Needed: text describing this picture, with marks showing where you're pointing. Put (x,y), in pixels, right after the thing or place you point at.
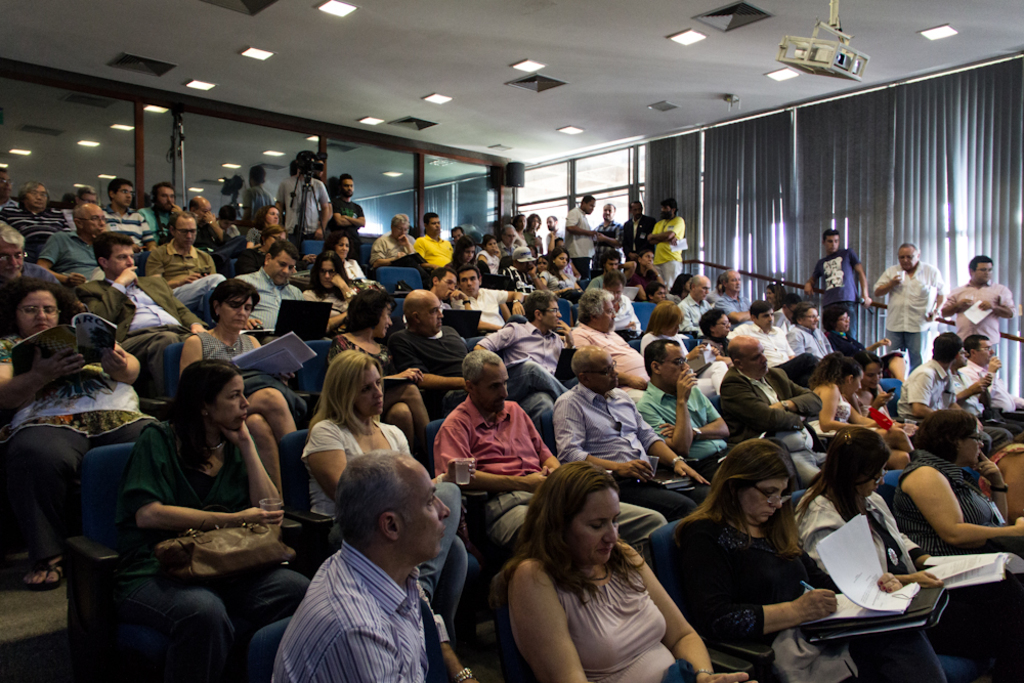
In the foreground of this image (497,648), there are many people (734,283) sitting on the chairs (767,656), few are writing, few holding glasses (458,466) and a woman (70,318) is reading a book (84,339). In the background (967,304), there are few men (922,283) standing near railing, glass wall (238,149), window blind (739,173), camera (302,161) to the stand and at the top (696,34), there are few lights (777,78) and a projector (841,25) to the ceiling (793,25).
